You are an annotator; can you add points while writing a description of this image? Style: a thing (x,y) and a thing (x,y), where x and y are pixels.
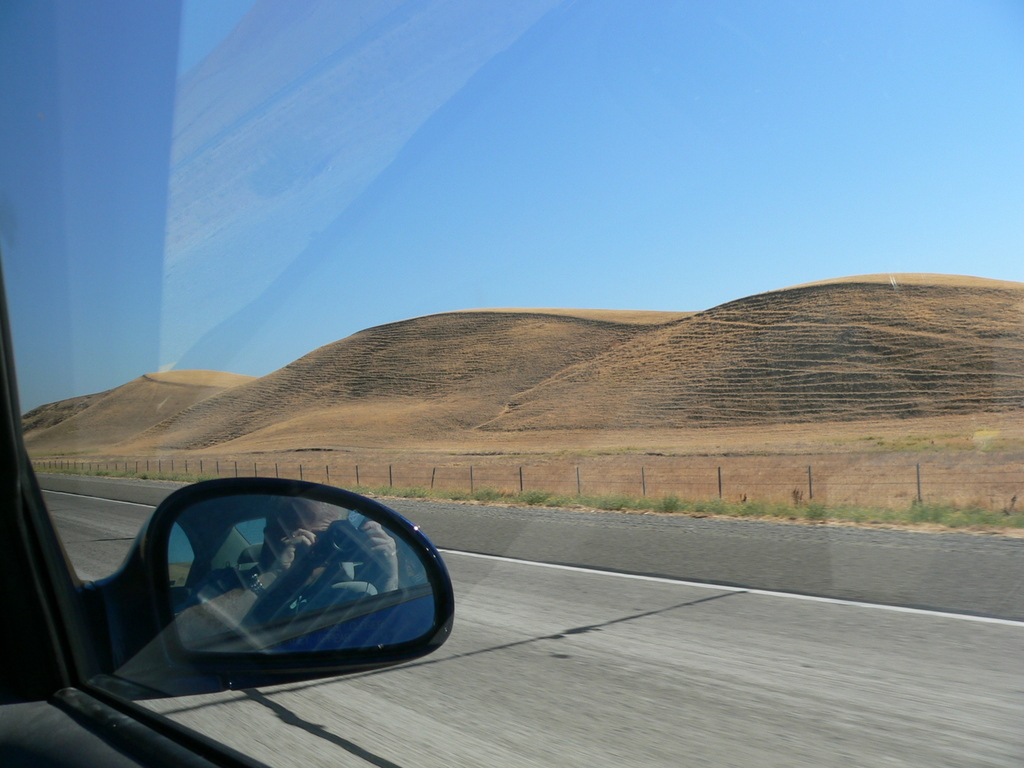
In this picture we can see vehicle side mirror (344,626), in this side mirror (195,676) we can see reflection (278,574) of a person (284,526). We can see road (74,484), fence (791,490), grass (869,483), hills (859,415) and sky (506,127).
